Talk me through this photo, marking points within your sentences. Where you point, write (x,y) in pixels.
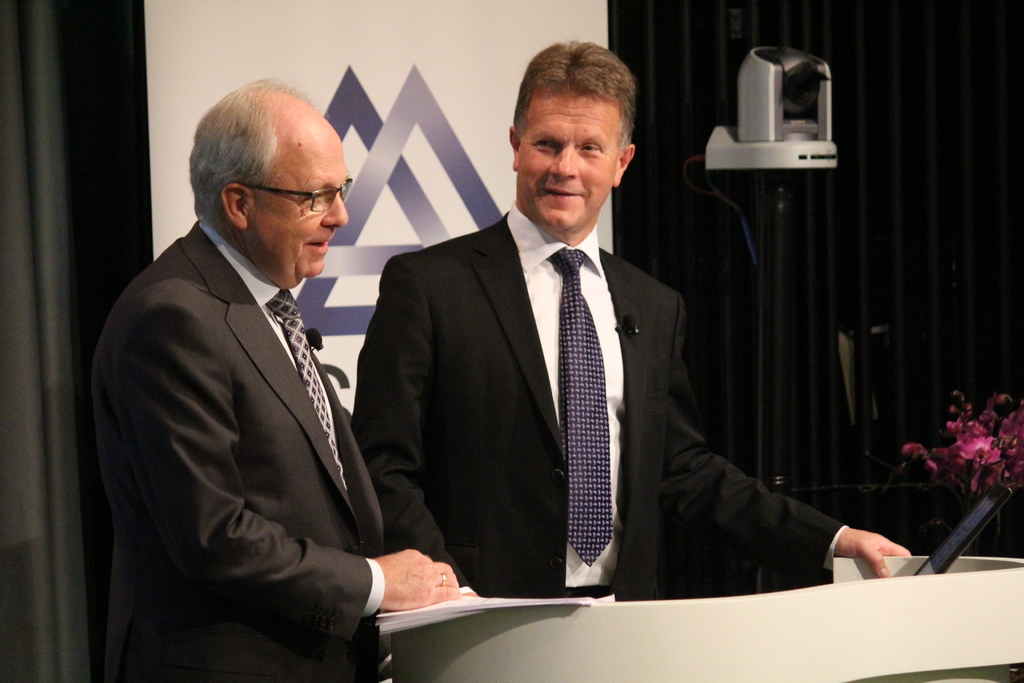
In this picture I can see there are two men (402,308) standing here and they are smiling. They are wearing blazers (502,592) and ties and in the backdrop (665,158) there is a banner (180,27) and a curtain (703,123).
